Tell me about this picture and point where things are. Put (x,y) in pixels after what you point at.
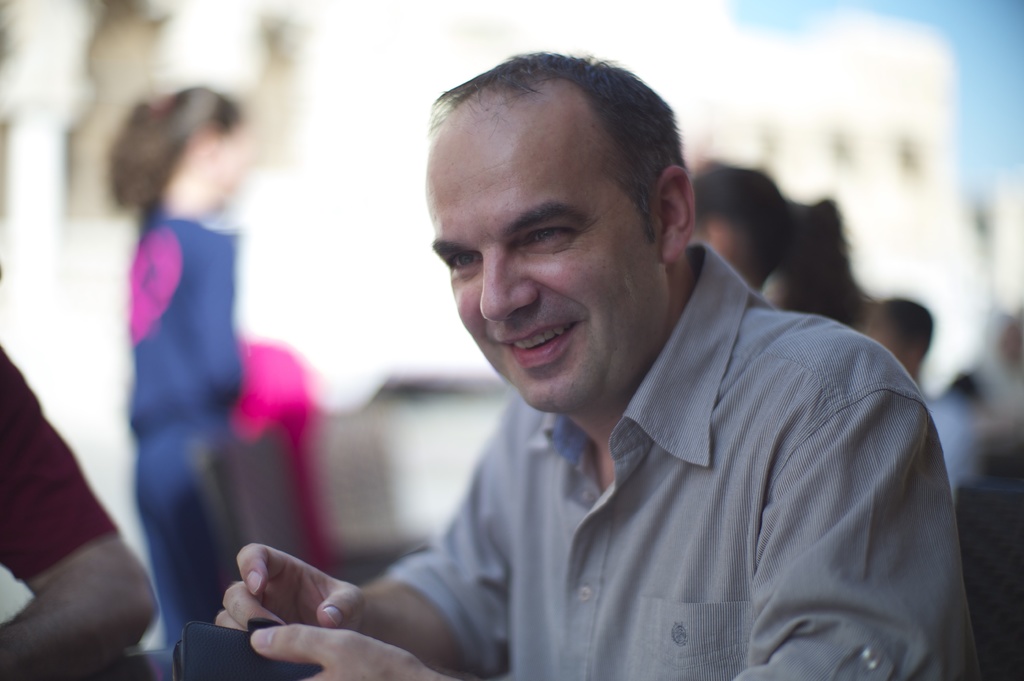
The man (627,346) in front of the picture wearing the grey shirt (658,557) is sitting on the chair (983,545) and he is holding a black color wallet (250,627) in his hands (392,646). He is smiling. Behind him, we see many people (188,400) are standing. On the left side (49,520), we see a man (82,532) in maroon T-shirt (62,521) is sitting on the chair (92,662). In the background (354,208), we see a building (690,154) in white color. This picture is blurred in the background (1016,129).
